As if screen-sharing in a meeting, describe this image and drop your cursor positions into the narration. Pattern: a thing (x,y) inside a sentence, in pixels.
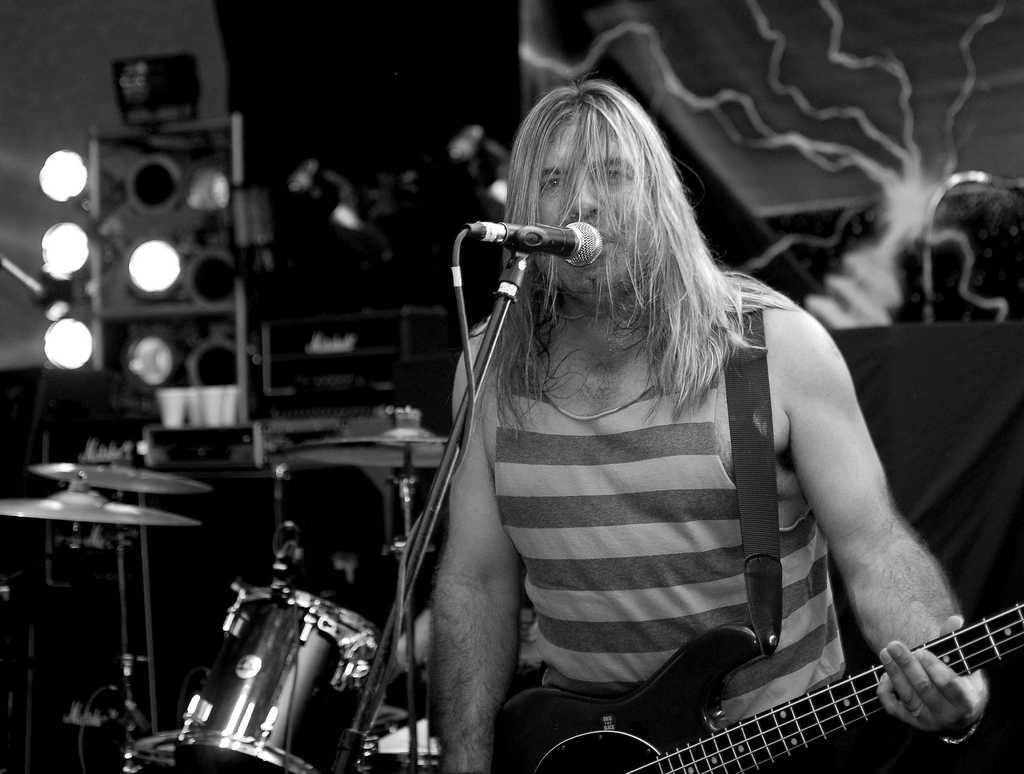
here is a person (639,494) holding guitar (591,723). behind him there are drums (270,592) and lights (65,273). at the front (509,232) there is a microphone (539,245) and its stand (457,459).
